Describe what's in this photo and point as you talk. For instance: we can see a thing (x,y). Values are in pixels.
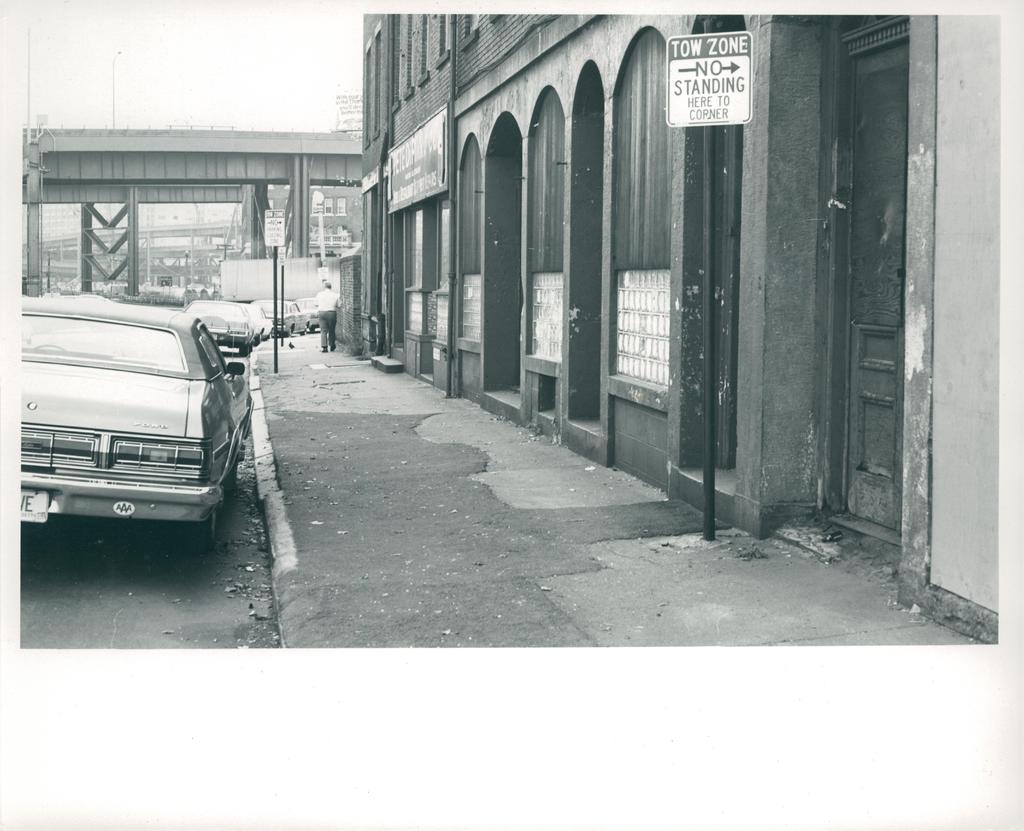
This is a black and white image. To the left side of the image (126,580) there is a road (140,574) on which there are vehicles (81,298). In the background of the image (127,195) there is a bridge (207,131). To the right side of the image (818,223) there is a building (846,423). There are sign boards (720,90). There is a pavement (362,504).
